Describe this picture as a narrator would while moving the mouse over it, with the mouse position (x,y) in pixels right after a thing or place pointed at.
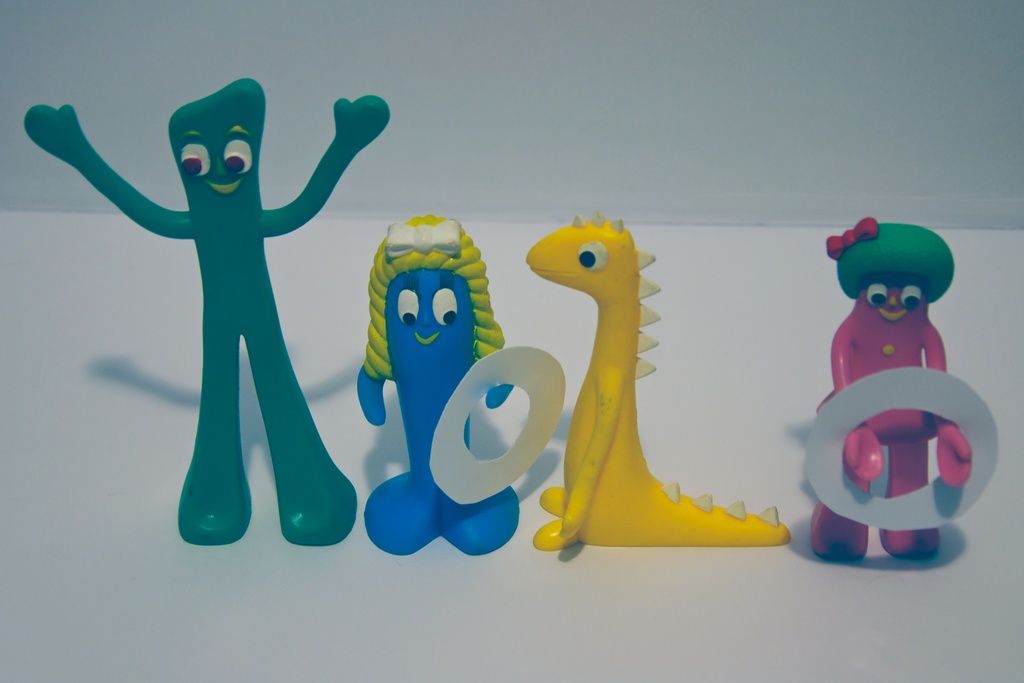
We can see toys (341,527) on the white surface (517,626). In the background (548,134) it is white.
